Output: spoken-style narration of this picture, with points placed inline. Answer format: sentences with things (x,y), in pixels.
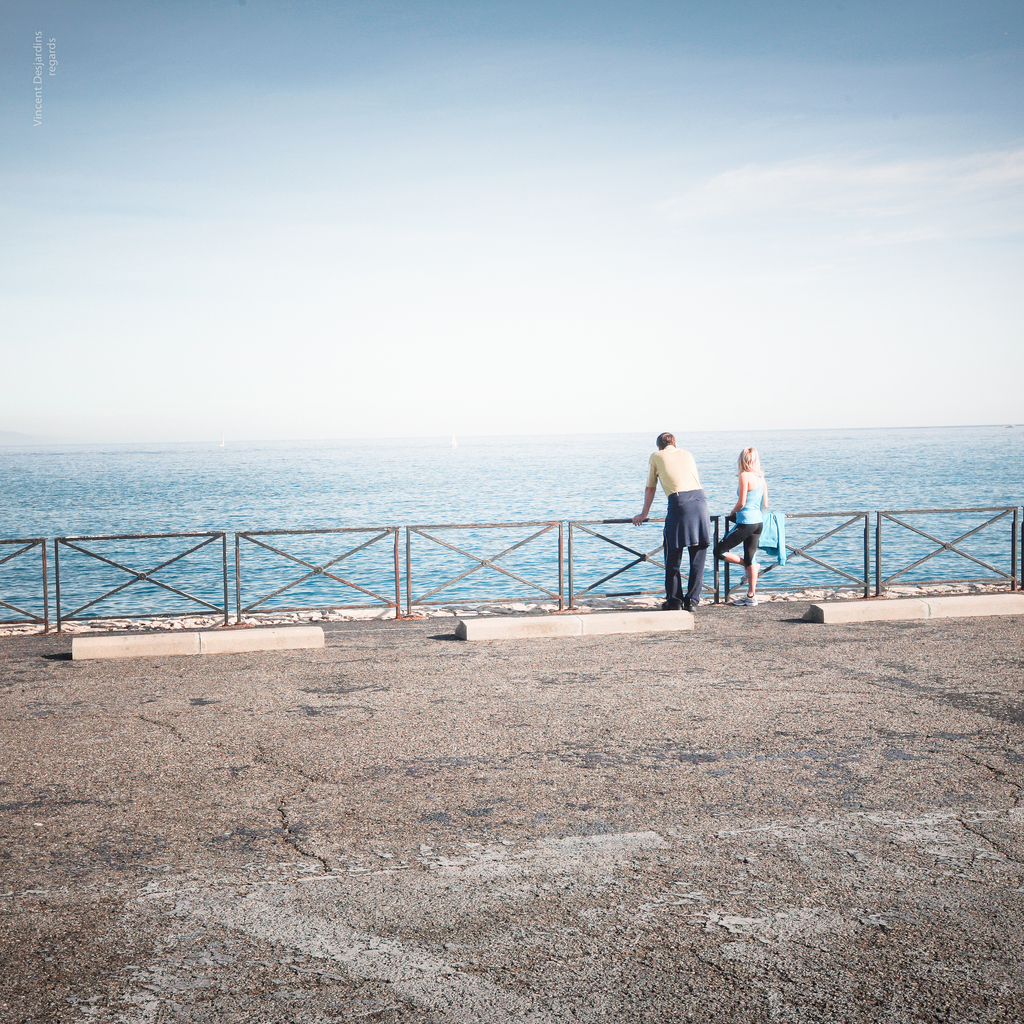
In this image we can see two persons (742,478) standing near to the railing (652,591). In the background (377,476) there is water (297,455) and sky (415,173).
